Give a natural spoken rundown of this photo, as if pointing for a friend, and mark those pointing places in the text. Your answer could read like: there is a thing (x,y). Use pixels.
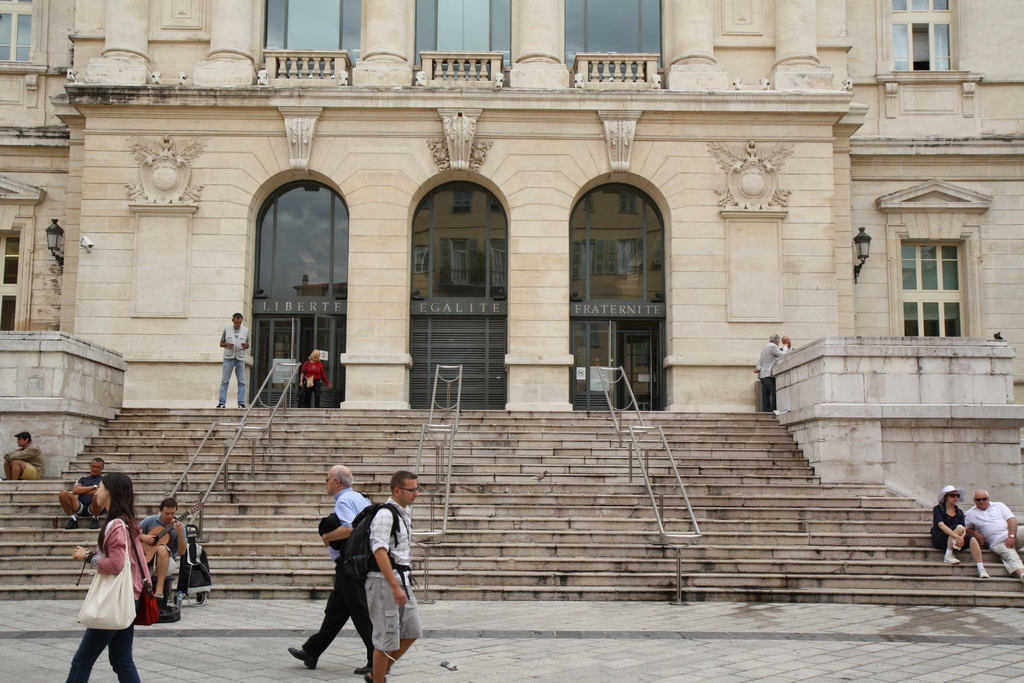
To this building (371,355) there are windows (596,40), doors (646,363) and lights (863,246). In-front of this building (452,233) there are steps (336,443) and people (328,617). This person (165,573) is playing a guitar (146,548).
